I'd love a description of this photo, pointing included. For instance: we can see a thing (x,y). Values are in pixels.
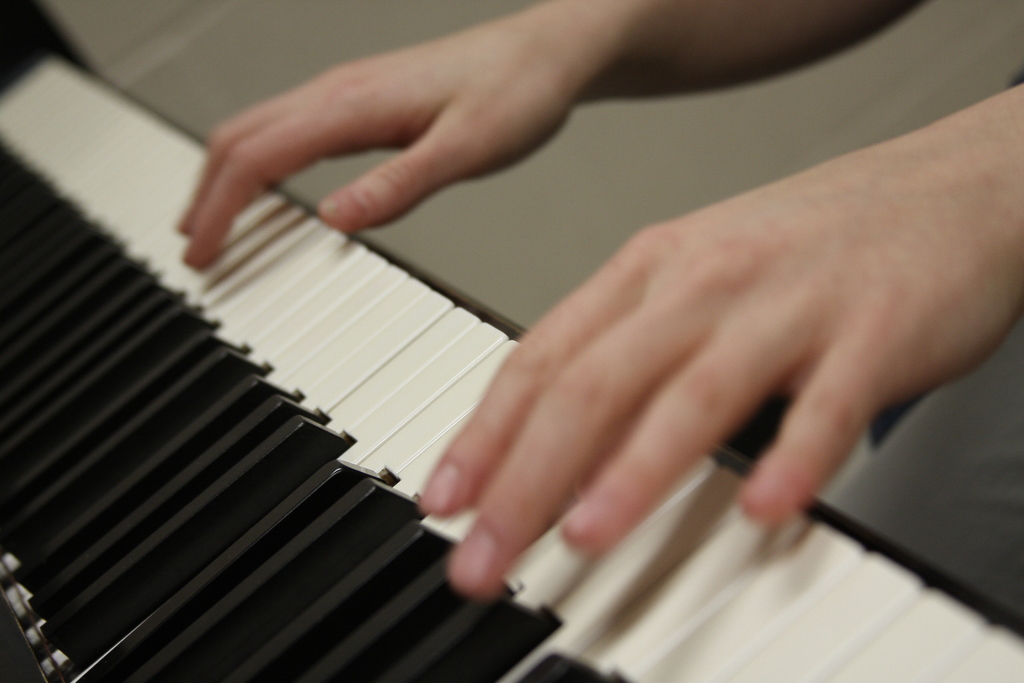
In the image there is a person (338,210) playing piano (239,384).
